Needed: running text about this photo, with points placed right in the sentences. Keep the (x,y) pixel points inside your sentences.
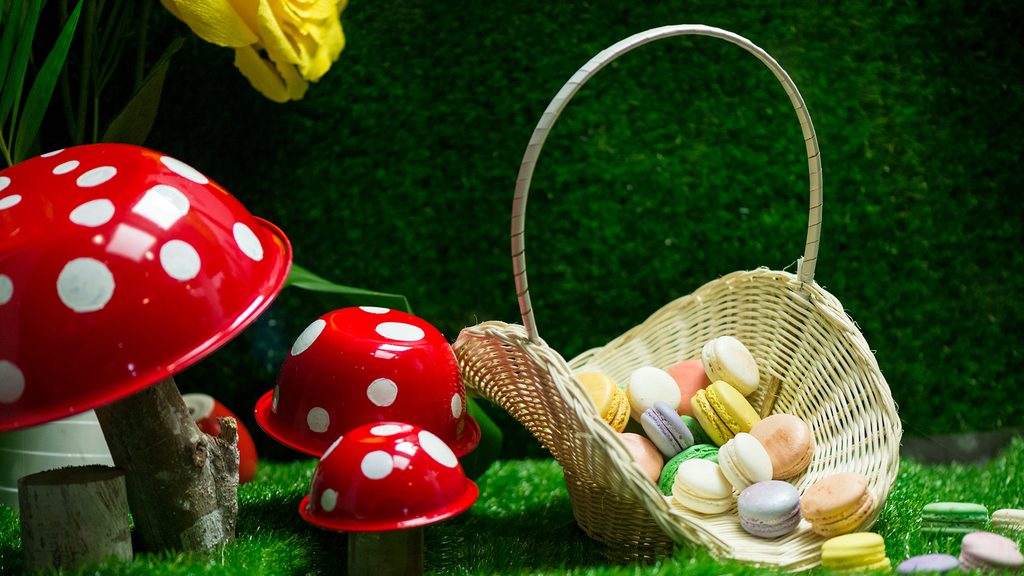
At the bottom of the image (184,565) there is grass (716,575) and there is a basket (768,279). In the basket (847,324) there are some products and there are some toys (41,195). Behind them there are some plants (599,177).
